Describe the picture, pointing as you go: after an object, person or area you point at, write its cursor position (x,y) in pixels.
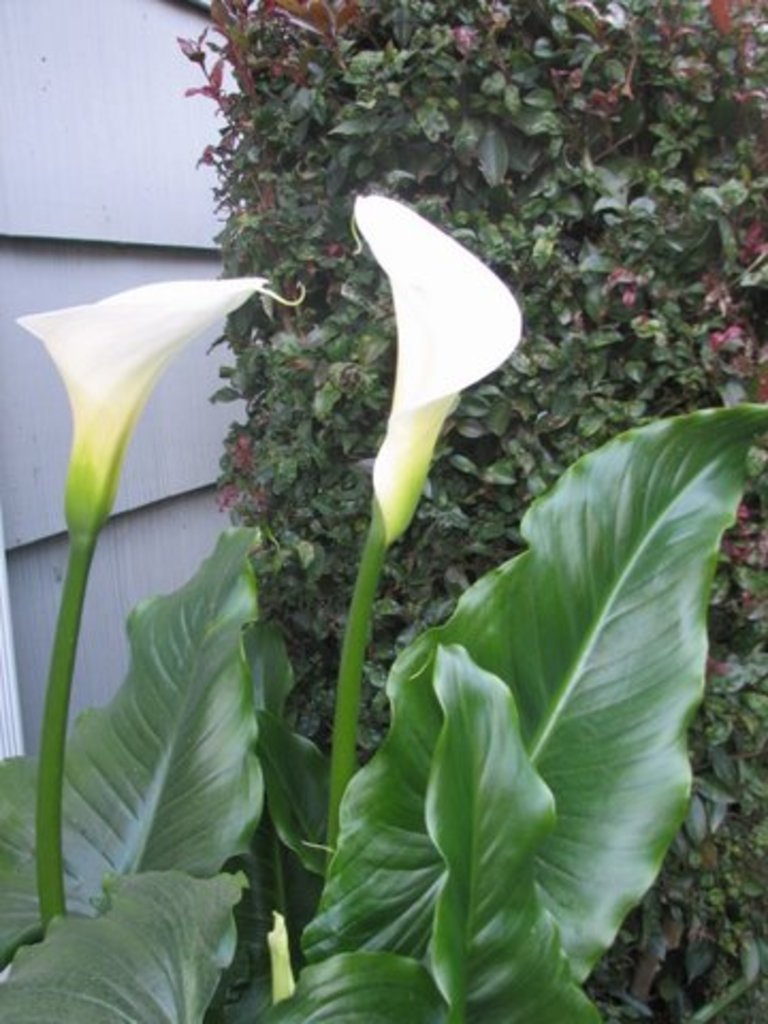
In this image we can see plants (502,548). There are flowers (419,368) of a plant (416,823) which of a white color.
